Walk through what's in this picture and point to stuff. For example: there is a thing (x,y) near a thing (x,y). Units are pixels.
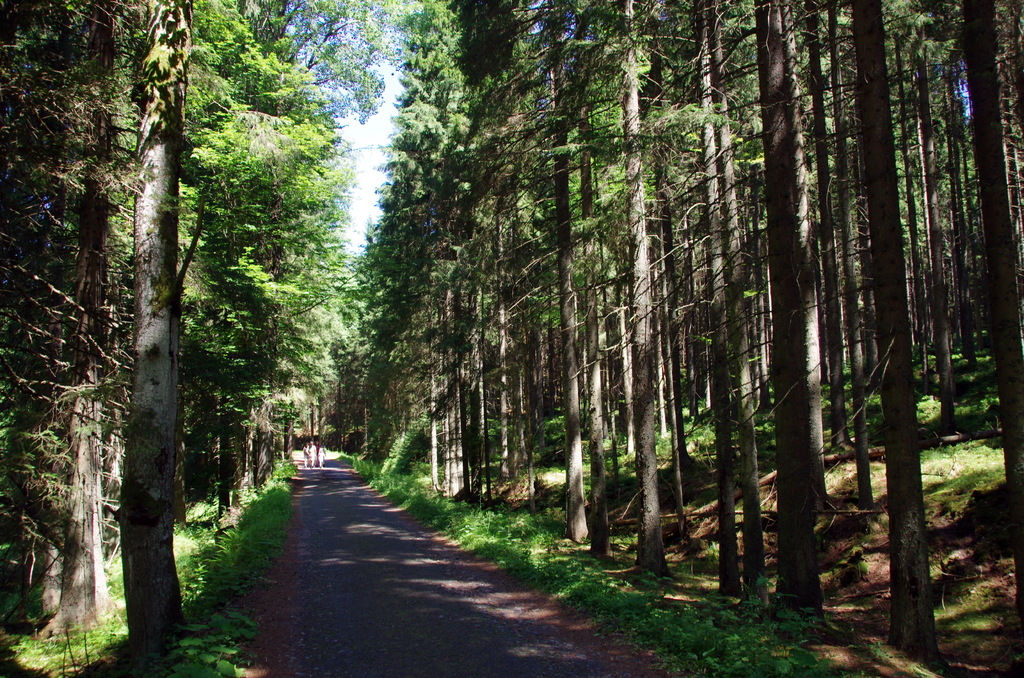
In this picture we can see few people (316,462) are walking on the road (300,498), beside to them we can find few trees (511,311).
